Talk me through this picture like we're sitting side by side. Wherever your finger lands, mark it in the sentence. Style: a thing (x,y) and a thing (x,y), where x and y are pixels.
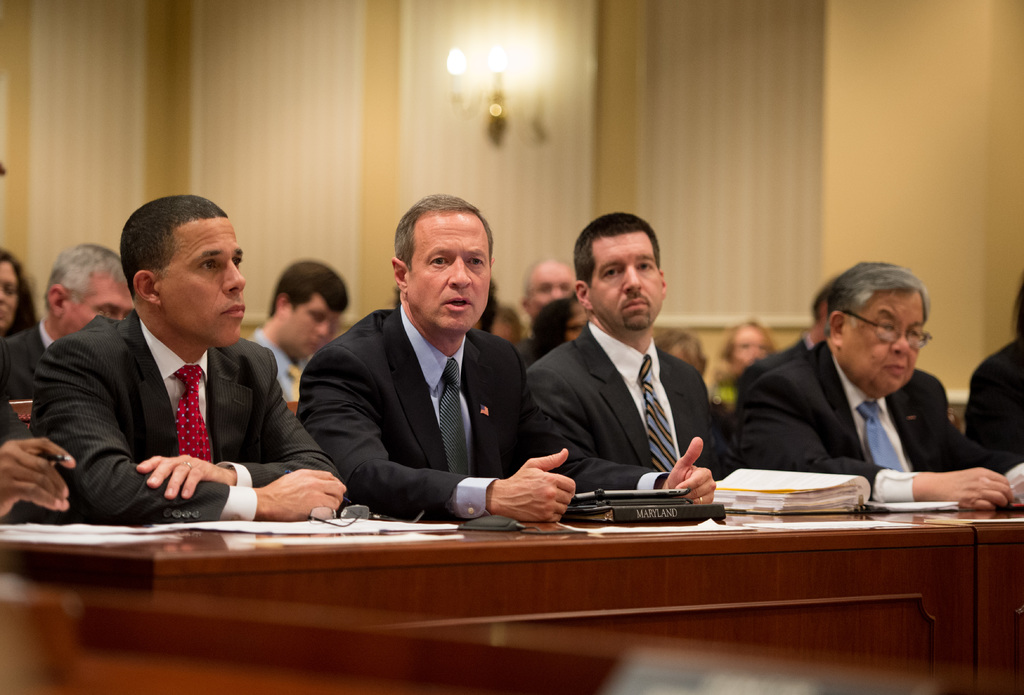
In this image, there are a few people (492,397). We can see a table (850,529) with some objects (758,504) like papers (784,523) and spectacles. We can also see an object (18,618) at the bottom (305,606). We can see the wall (572,19) and a light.
